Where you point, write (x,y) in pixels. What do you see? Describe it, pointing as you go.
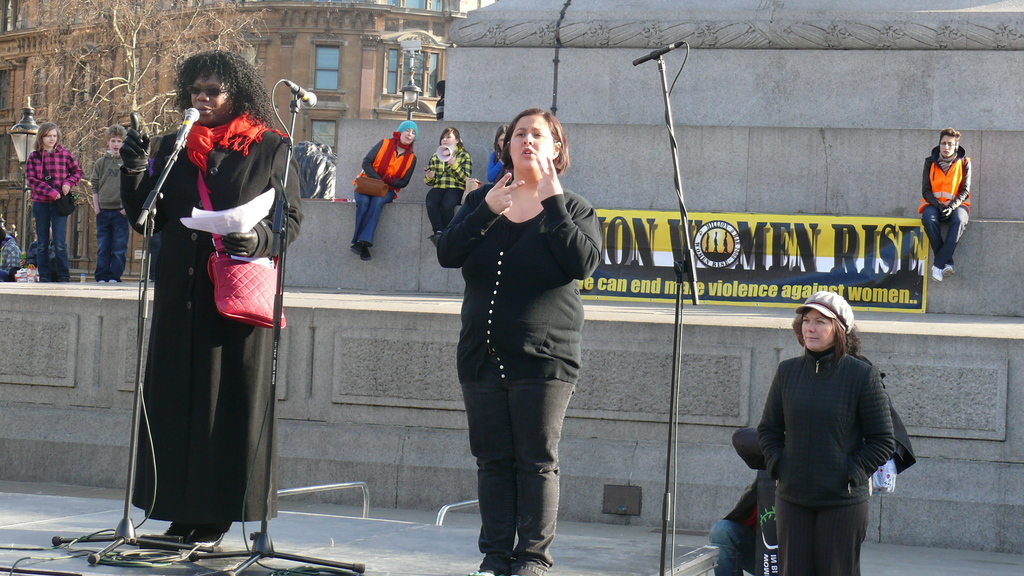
In this image I see 3 women (593,251) who are standing and I see that this woman (170,282) is holding papers (223,216) in her hands (230,246) and I see that she is wearing a bag (237,288) and I see 3 tripods (146,254) and I see mics (640,63) on it. In the background (148,65) I see few more people (926,166) and I see something is written over here and I see the building (316,83) and the trees (146,51).
